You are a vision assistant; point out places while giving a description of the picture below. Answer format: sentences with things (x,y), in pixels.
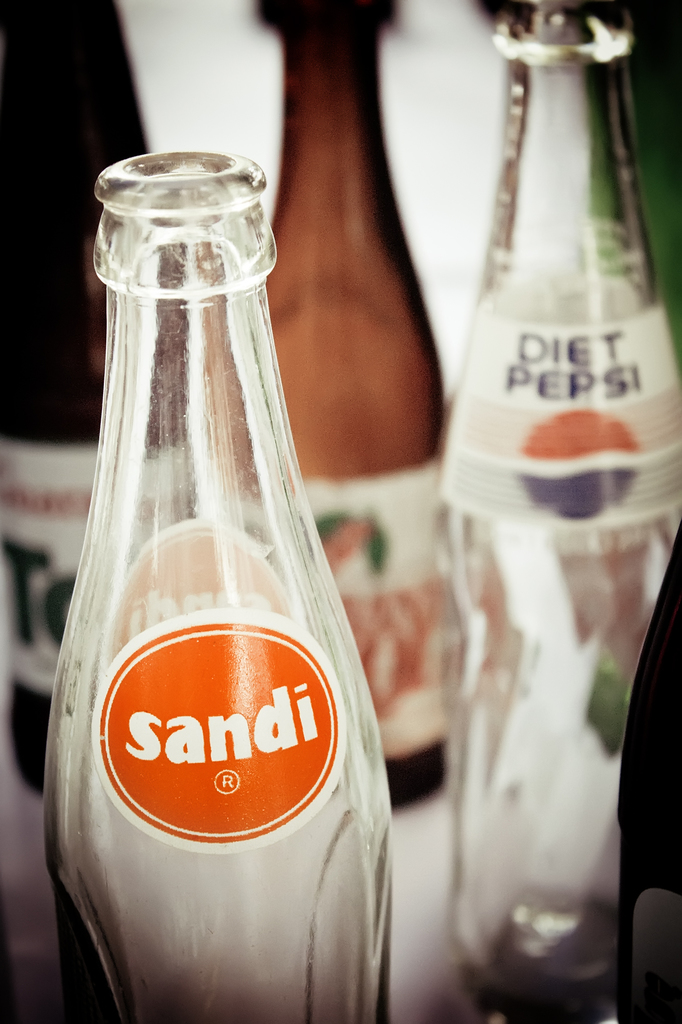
In this picture, we see two brown bottles (310,110) and two white glass bottles (466,848). On these bottles (477,355), we see a sticker (417,669) with some text (52,608) written on it.
